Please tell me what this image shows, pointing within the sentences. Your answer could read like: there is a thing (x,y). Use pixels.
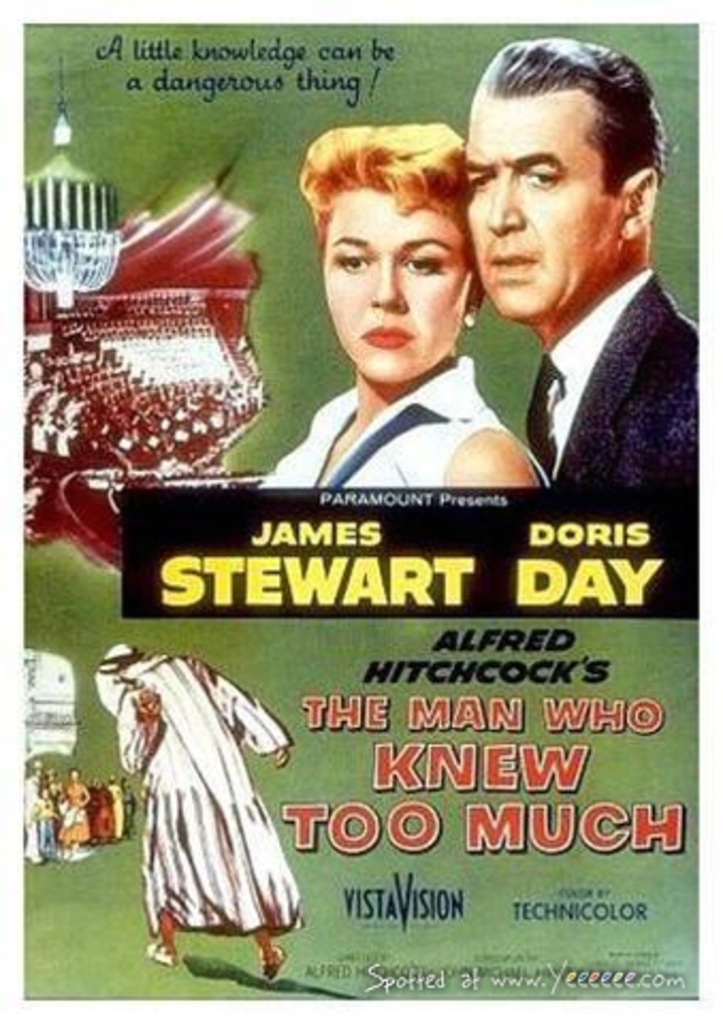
This image consists of a poster (317,433). On this poster (382,724), I can see the text (473,720) and few images (269,833) of persons (382,342).
